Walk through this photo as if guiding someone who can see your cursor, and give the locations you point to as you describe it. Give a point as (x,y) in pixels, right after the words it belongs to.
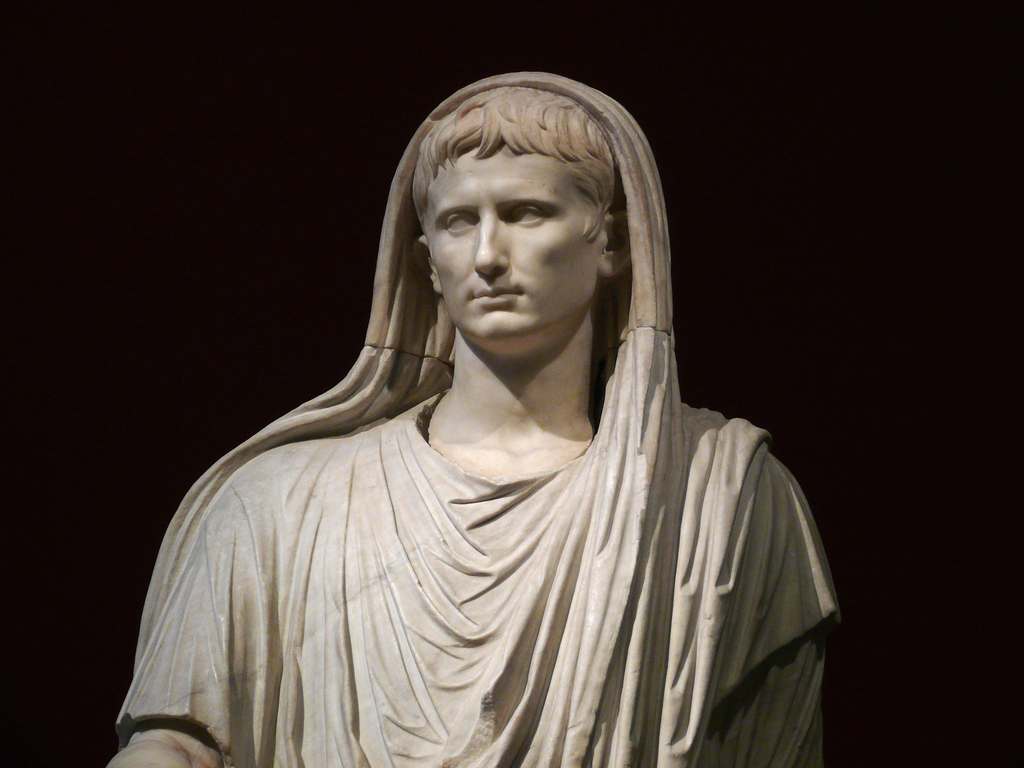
In this image I can see a white colour sculpture (414,345) of a man (630,270) in the front (630,270). I can also see black color in the background (714,169).
